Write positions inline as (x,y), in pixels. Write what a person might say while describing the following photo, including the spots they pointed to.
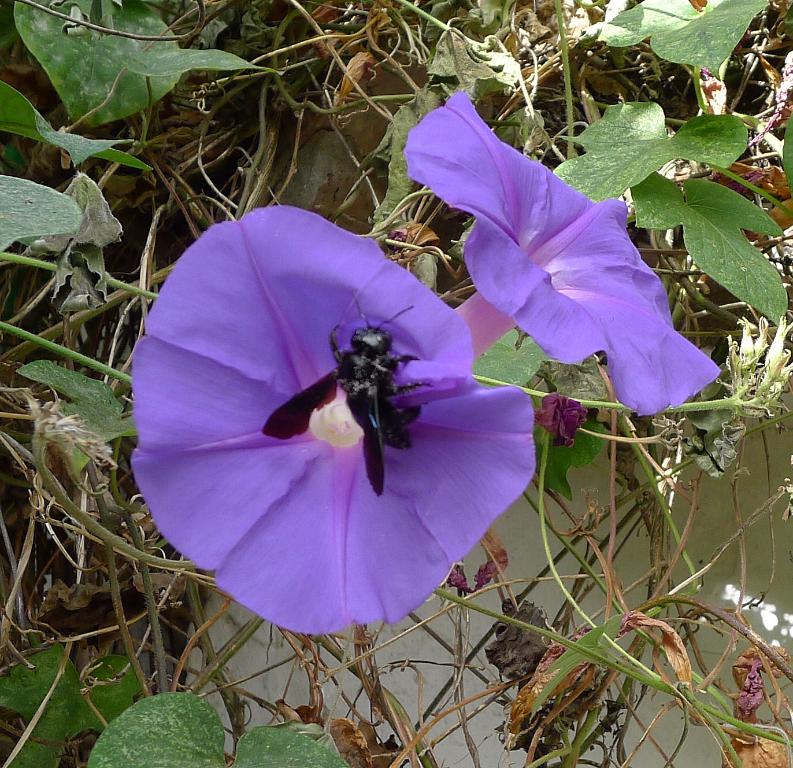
In this image there are plants (71,103) and flowers (303,303). In the background of the image (734,550) there is a wall (700,549).
